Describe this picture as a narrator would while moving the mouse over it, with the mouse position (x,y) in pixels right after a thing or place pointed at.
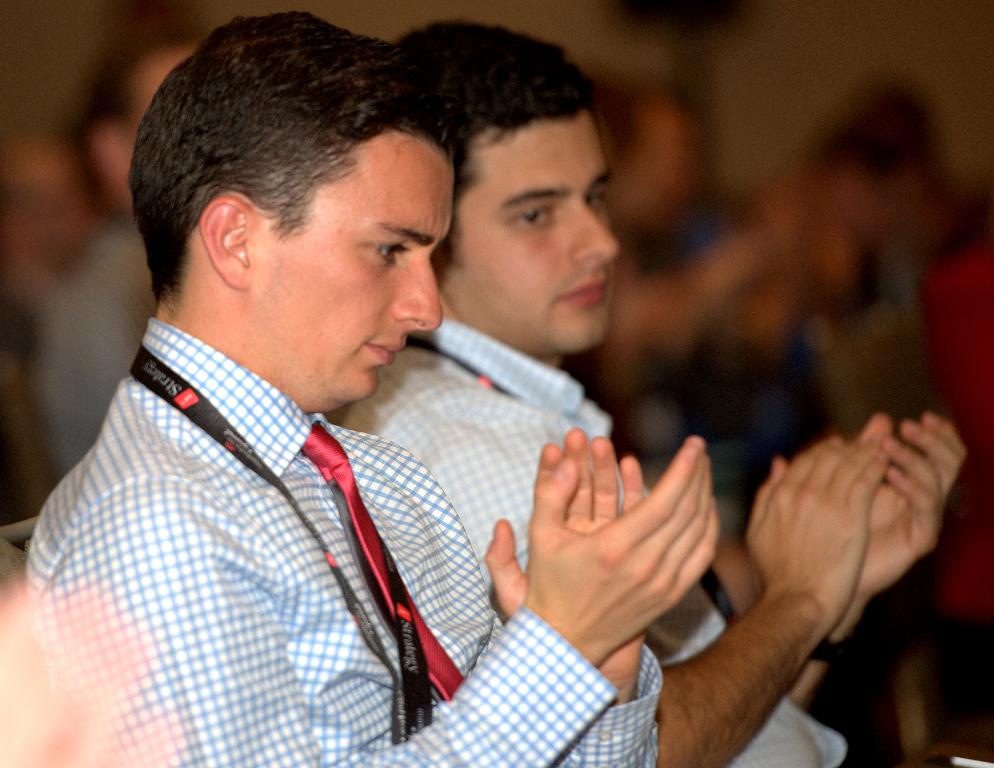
This image consists of two men (380,497) clapping. They are wearing ties (351,475) and tags (244,456). The background (764,22) is blurred. They are sitting in the chairs (1,575).
